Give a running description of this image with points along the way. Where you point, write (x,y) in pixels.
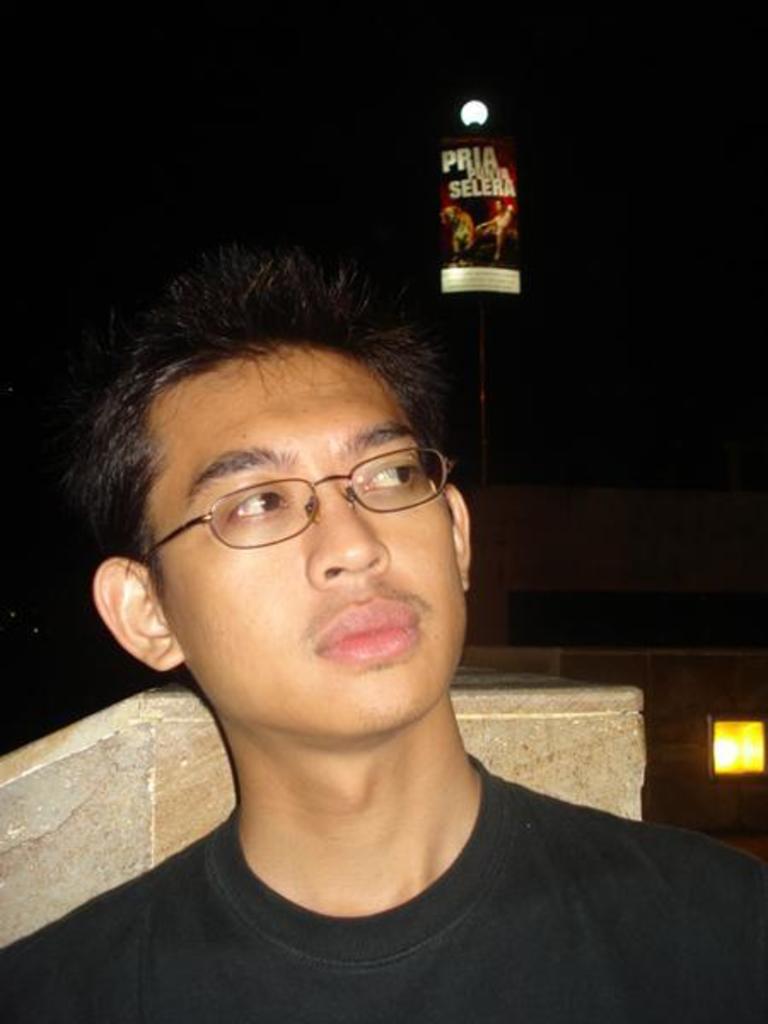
In this image, we can see a person (303,556) wearing glasses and in the background (494,208), there are lights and we can see a board (451,272) and there is a stand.
